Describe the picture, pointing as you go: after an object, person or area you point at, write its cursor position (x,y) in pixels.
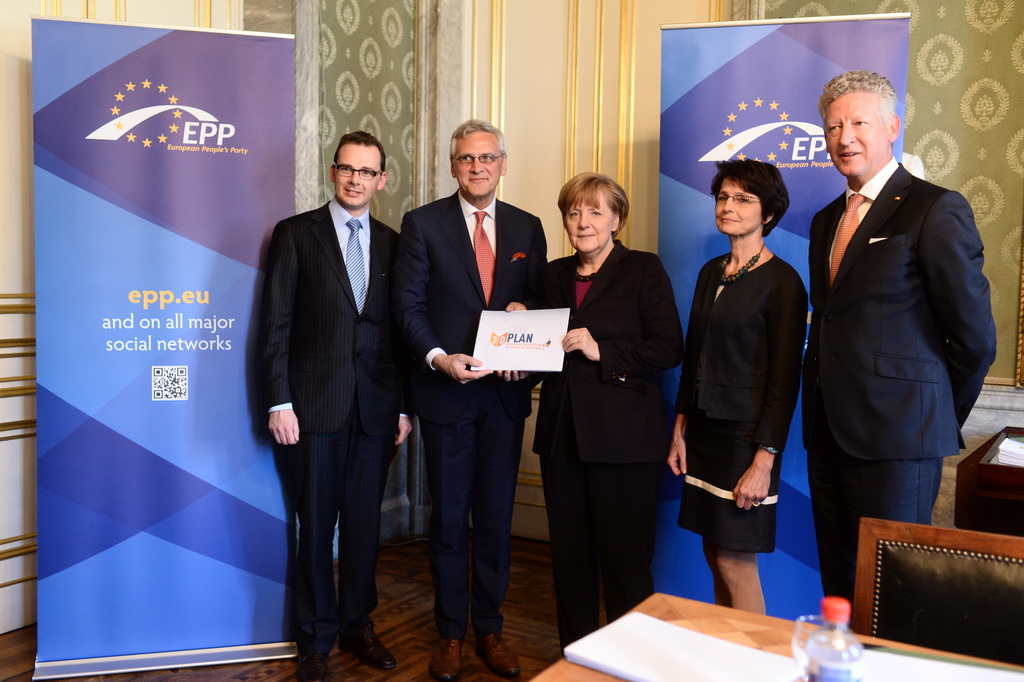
There are few people (511,284) standing. Some are wearing specs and two are holding something in the hand (565,346). On the right side (899,533) there is a table (740,633) and a chair (944,565). On the table (736,620) there is a bottle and some items (669,638). In the back (130,192) there are banners (130,192) and a wall (419,40).
